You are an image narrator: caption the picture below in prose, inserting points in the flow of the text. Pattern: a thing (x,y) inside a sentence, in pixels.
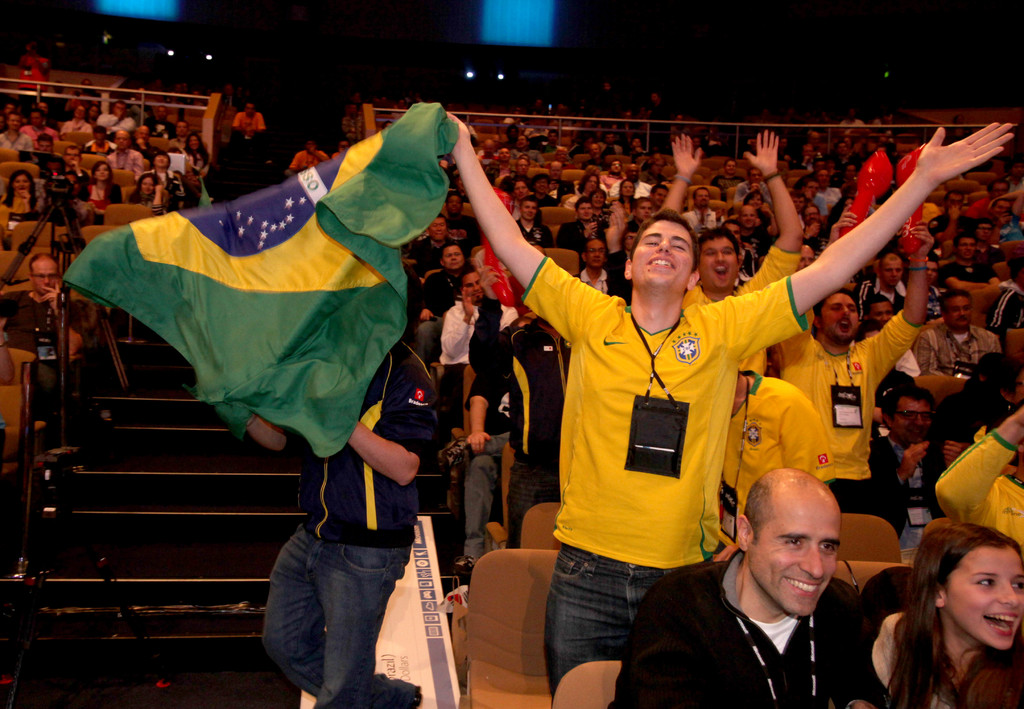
On the left side of the image (300,464) we can see stairs (159,414) and there are many people (542,326) sitting and some of them are standing. The man (683,544) in the center (600,318) is holding a flag (350,259) in his hand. In the background (502,76) there are lights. We can see chairs (483,661).
